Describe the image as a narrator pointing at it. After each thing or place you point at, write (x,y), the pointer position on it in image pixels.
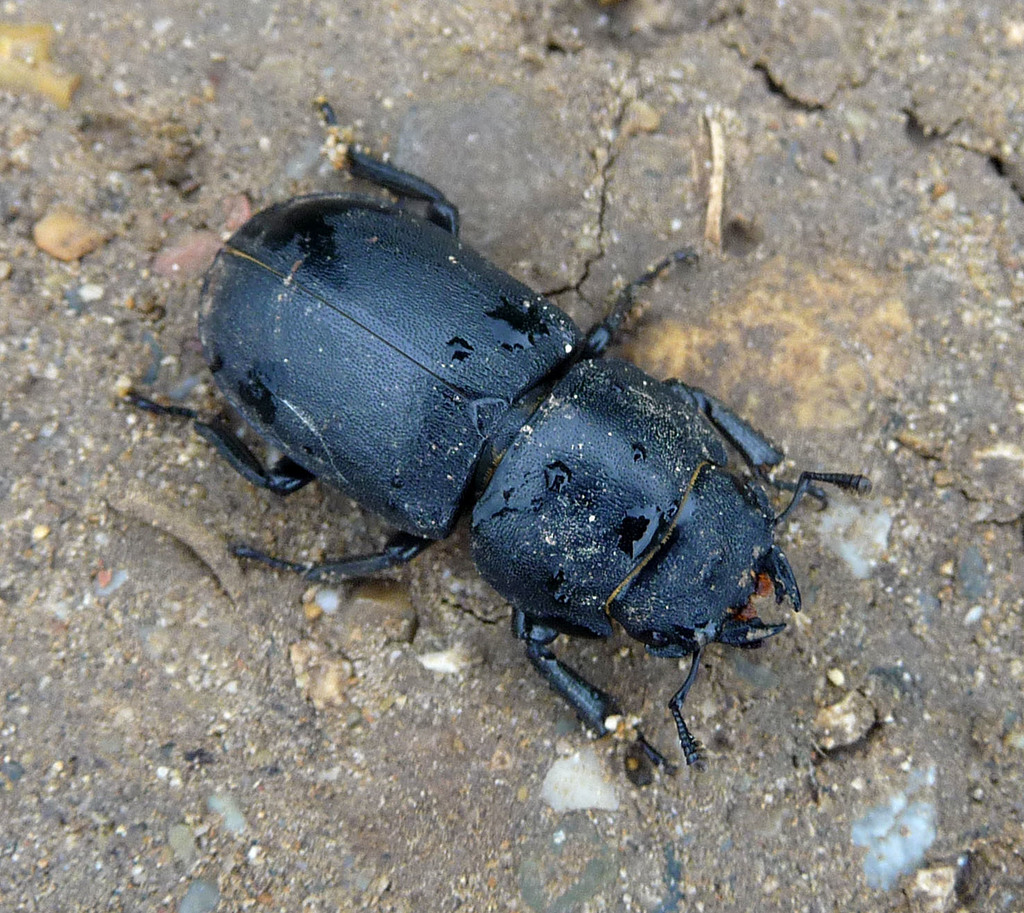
In this image there is an insect (565,544) on the land (792,552). Insect (513,440) is in black color.
